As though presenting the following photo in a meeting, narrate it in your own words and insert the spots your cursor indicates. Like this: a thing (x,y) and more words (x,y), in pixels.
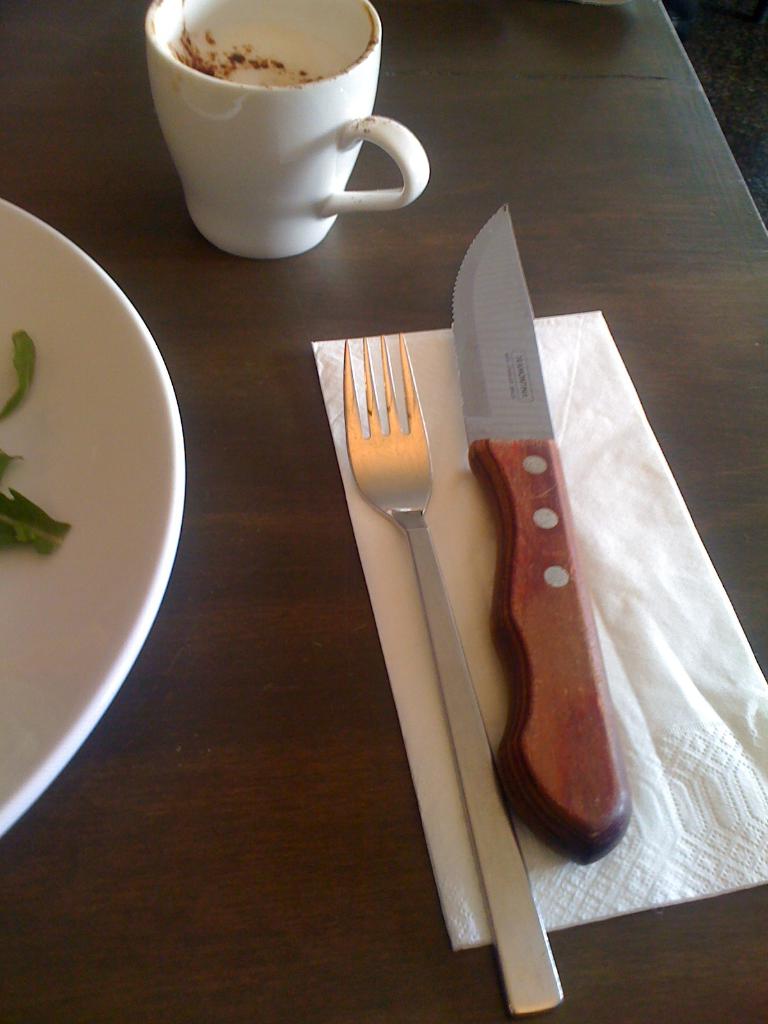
In this image there is a table (606,157), and on the table (309,282) there is a plate (98,468), cup (237,21), knife (462,308), fork (371,447) and tissue paper (445,752).
